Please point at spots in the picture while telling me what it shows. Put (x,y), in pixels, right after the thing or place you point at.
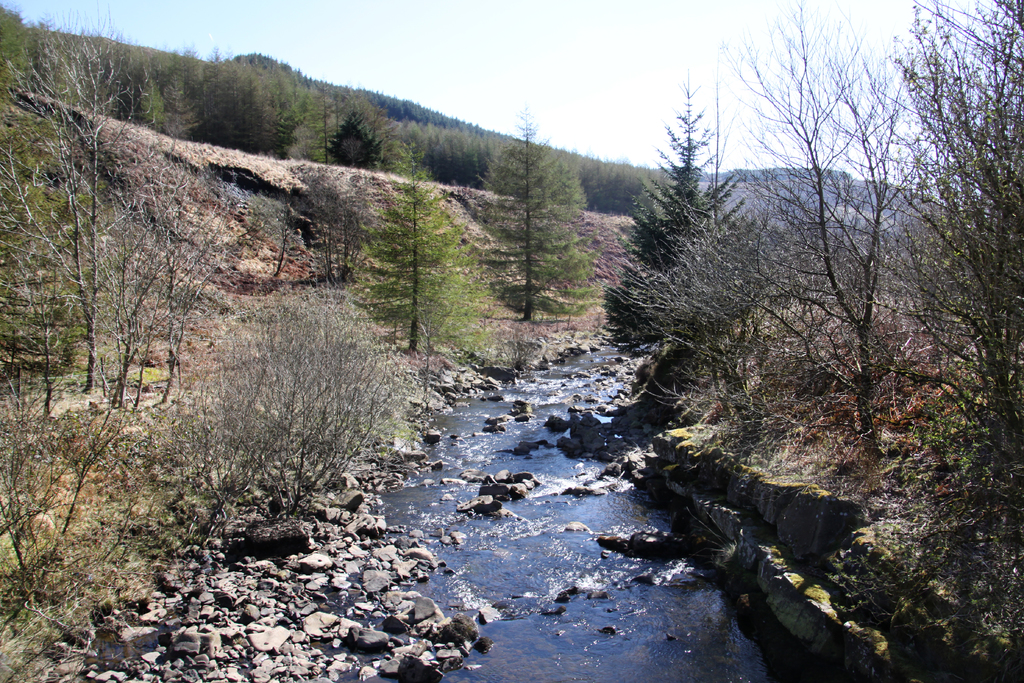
In this image on the right side (686,397) and left side (300,431) there are some trees (67,331), plants (907,457) and some rocks (607,634) and sand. And in the center (562,389) there is a stream (521,595), and in the background (546,286) there are some trees (185,114) and mountains (727,180). At the top (592,84) there is sky (652,96).
